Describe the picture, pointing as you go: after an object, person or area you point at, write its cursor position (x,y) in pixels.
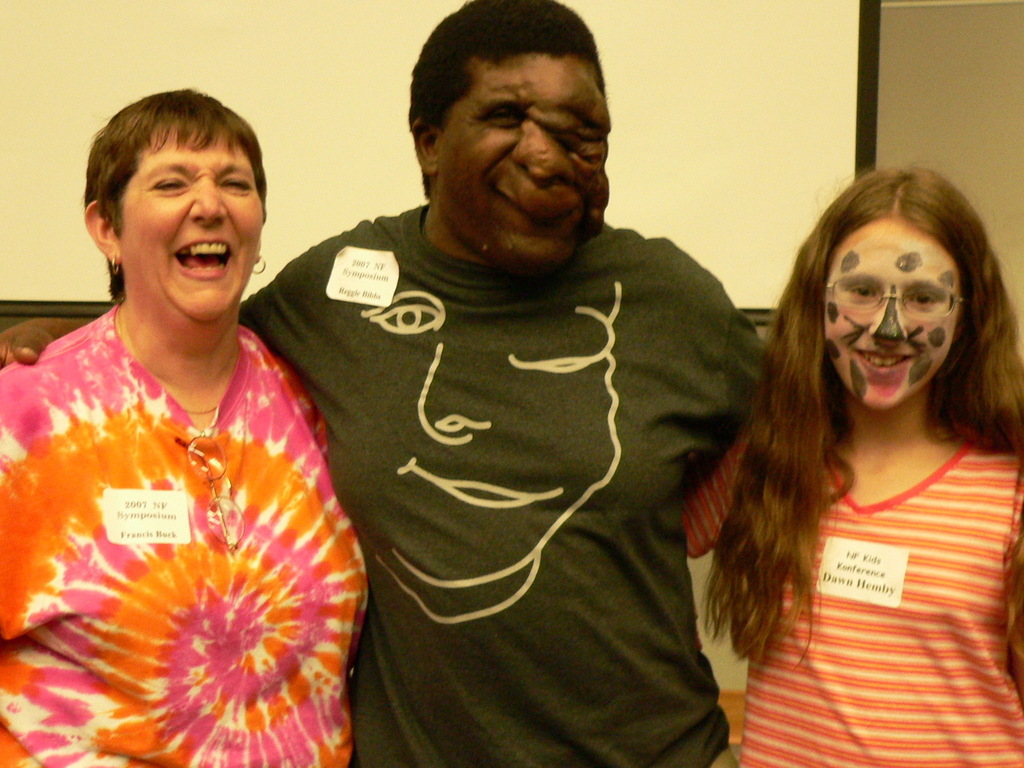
In the center of this picture (511,328) we can see the three persons (557,309) smiling, wearing t-shirts (239,557) and standing. In the background (911,67) there is a wall (893,67).
